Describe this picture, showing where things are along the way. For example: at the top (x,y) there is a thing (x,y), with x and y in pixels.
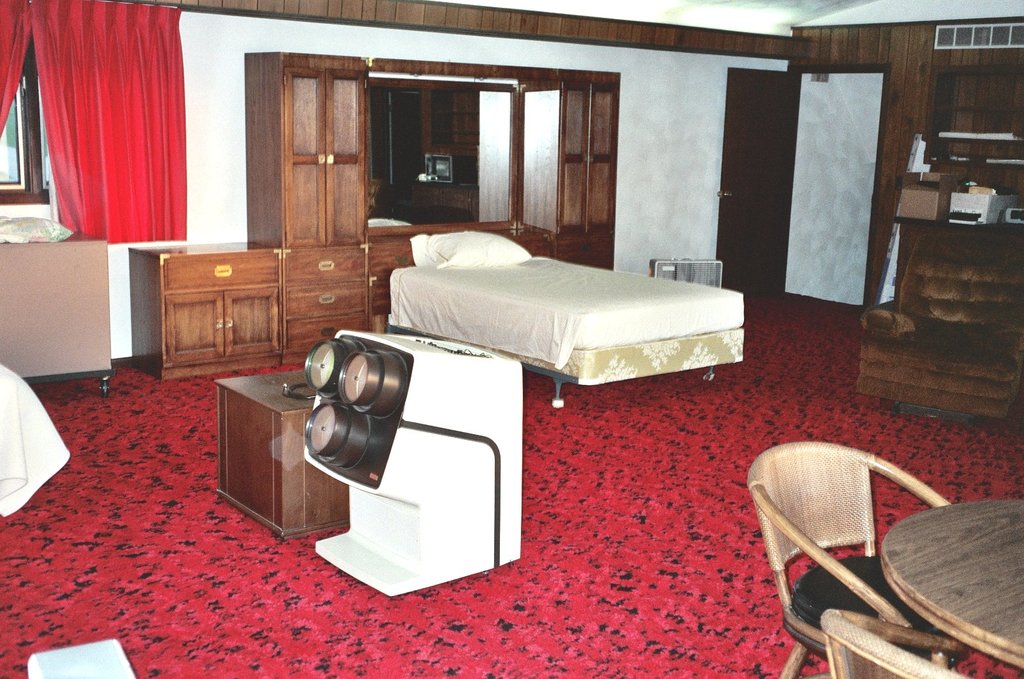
In this image i can see a bed (549,288), wardrobe (479,220), chairs (831,502), table (901,561) and red color carpet (184,435) and curtain (136,144).
